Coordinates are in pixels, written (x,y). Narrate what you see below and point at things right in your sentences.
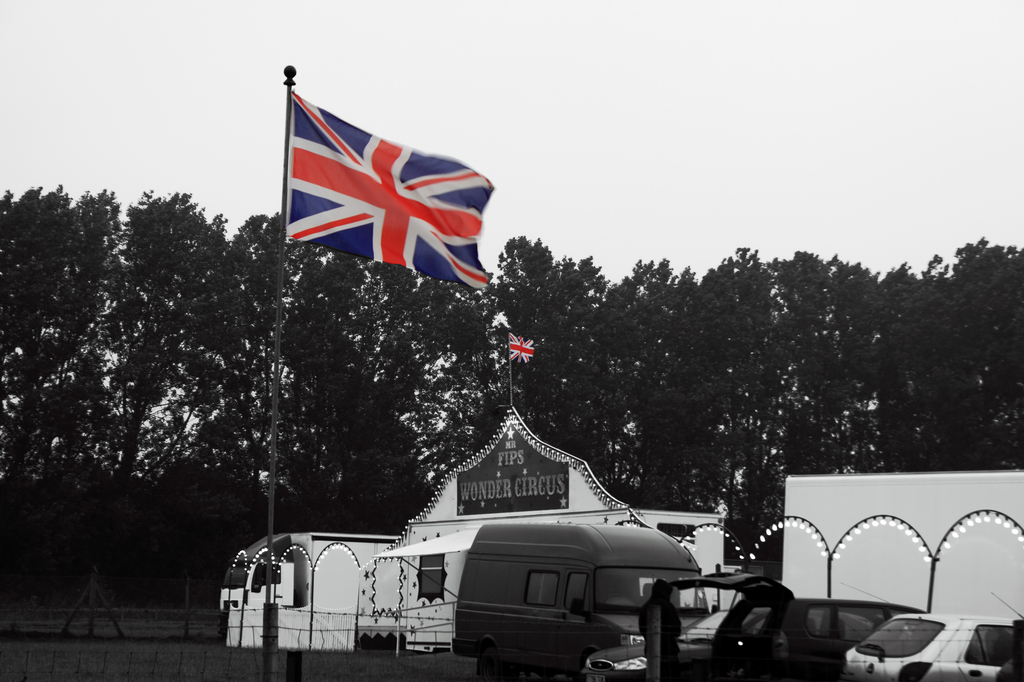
In this picture there are few vehicles (809,610) in the right corner (865,588) and there are two flags (434,208) which are attached to a pole (277,351) and there are trees (619,336) in the background (476,350).
